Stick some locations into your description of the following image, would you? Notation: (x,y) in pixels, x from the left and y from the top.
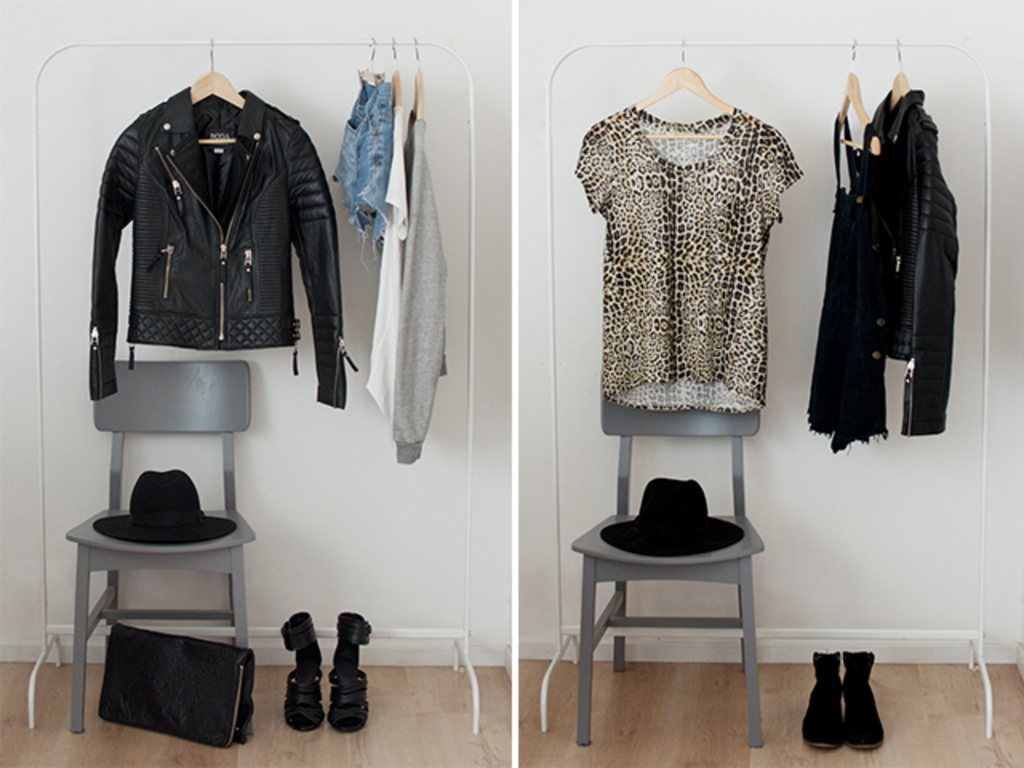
In the image we can see the collage photos. In it we can see the clothes (322,244) hang to the hangers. We can even see the chair (148,555) and on the chair (163,552) there is a hat (163,522). Here we can see wooden floor (414,718) and we can even see the boots (352,680).
